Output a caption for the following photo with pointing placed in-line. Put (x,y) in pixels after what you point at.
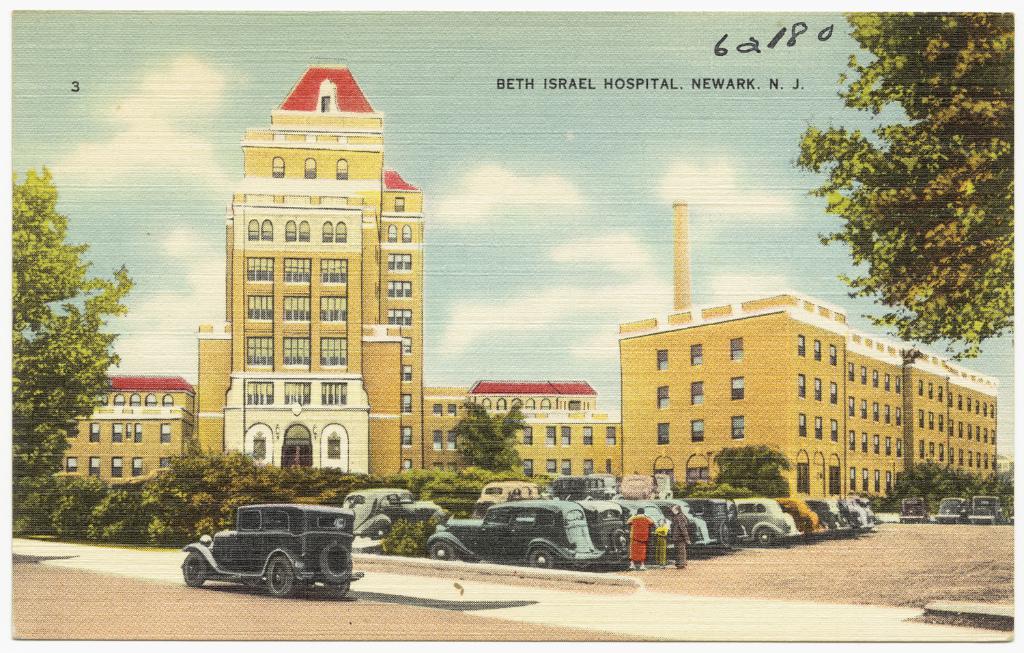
This is a poster (524,310). On the poster (637,340) there are buildings (652,350) and trees (956,183). In the foreground (773,506) there are vehicles (710,540) and there are three people (681,544) standing. At the top (404,89) there is sky (382,95) and there are clouds (461,208) and there is text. At the bottom (250,627) there is a road (148,618) and there is ground (910,524).
